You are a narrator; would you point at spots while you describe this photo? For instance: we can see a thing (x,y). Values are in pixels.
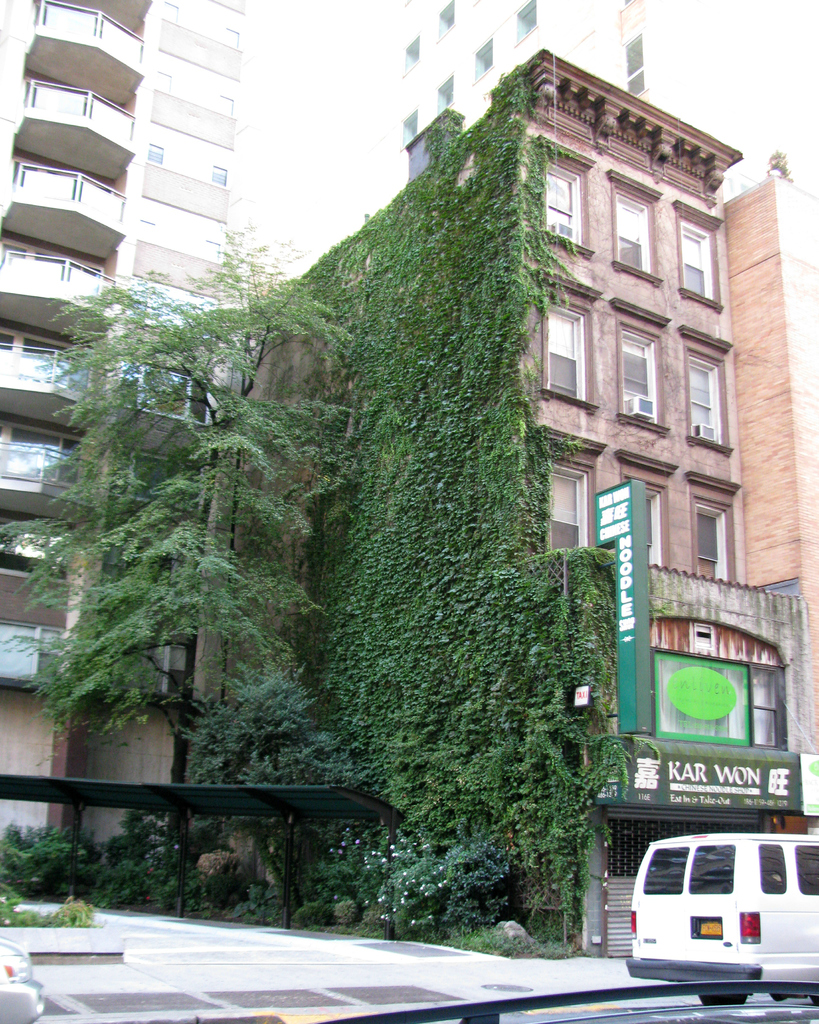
This is an outside view. At the bottom of the image (801,978) I can see a vehicle (663,952) on the road (522,1016). In the background (615,327) there is a building (657,640) and I can see a creeper plant (486,510) to the wall (494,500). On the left side (191,651), I can see a tree (260,284) and few plants (171,888) on the ground (359,943). At the top of the image (320,77) I can see the sky (285,128).
